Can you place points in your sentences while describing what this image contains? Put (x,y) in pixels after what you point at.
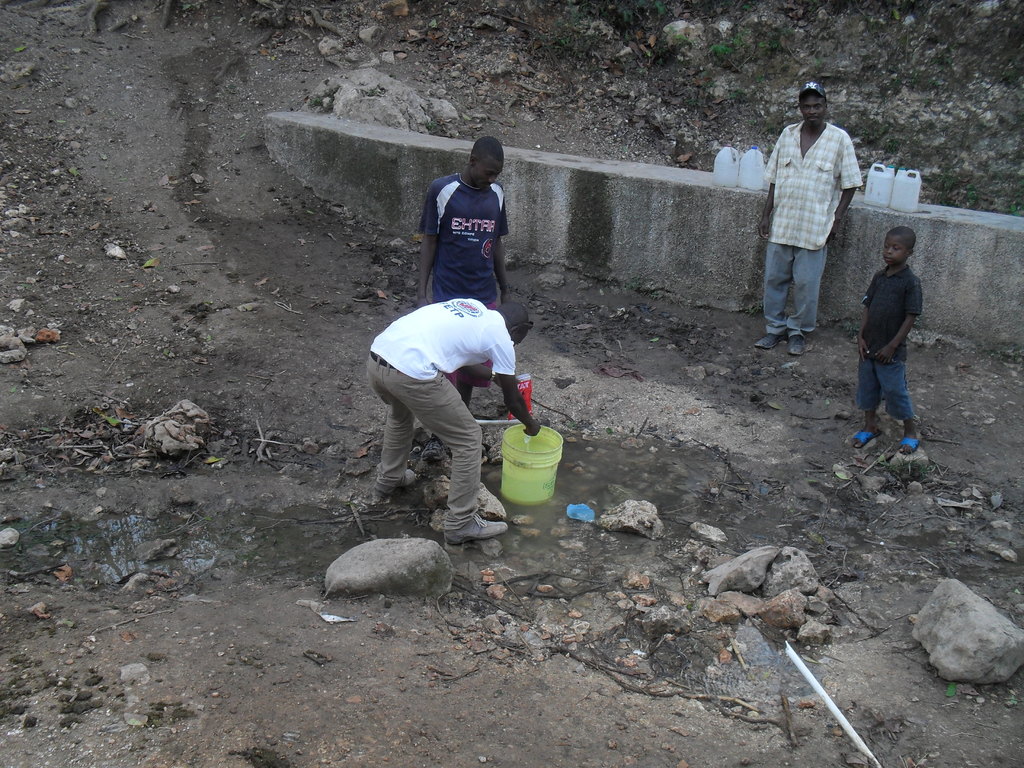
In this picture there is a man (513,322) who is wearing white t-shirt (423,363), trouser (427,414) and shoe (474,527). He is holding a bucket (546,470), beside him there is another man (495,289) who is wearing blue t-shirt (462,247). On the right (882,299) there is a boy (889,287) who is wearing shirt (873,334), jeans (882,371) and shoe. Beside him there is a man (803,212) who is standing near to the wall (951,213) and white bottles (896,189). On the left (249,524) i can see the water (305,533) and stones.
